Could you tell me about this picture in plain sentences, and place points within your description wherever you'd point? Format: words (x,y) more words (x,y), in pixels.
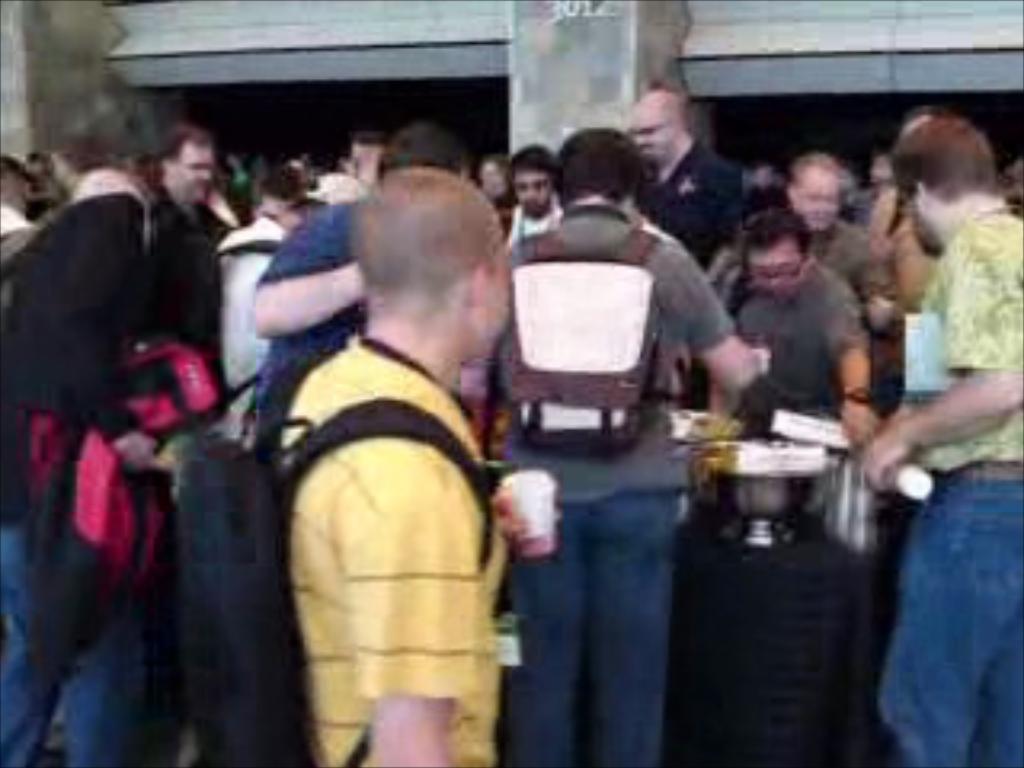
There are few persons (663,230) standing around the table (789,534) which has few objects (715,455) placed on it.
